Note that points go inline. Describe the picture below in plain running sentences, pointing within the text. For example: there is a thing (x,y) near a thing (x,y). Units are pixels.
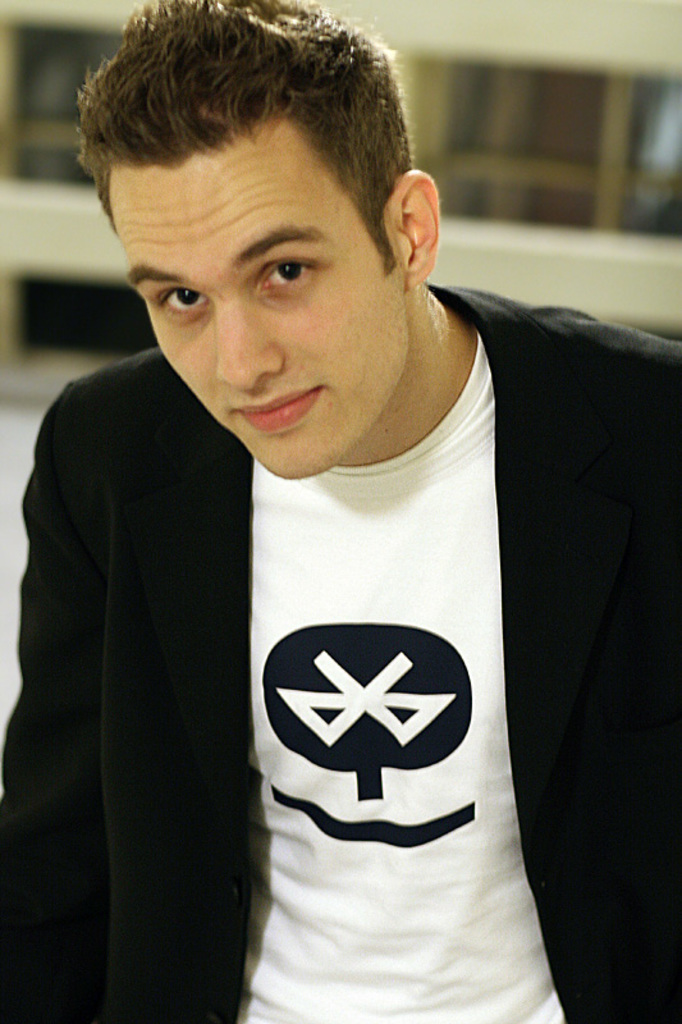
In this image we can see a man (450,431). In the back (468,170) we can see a building (31,116) and it is blurry.
